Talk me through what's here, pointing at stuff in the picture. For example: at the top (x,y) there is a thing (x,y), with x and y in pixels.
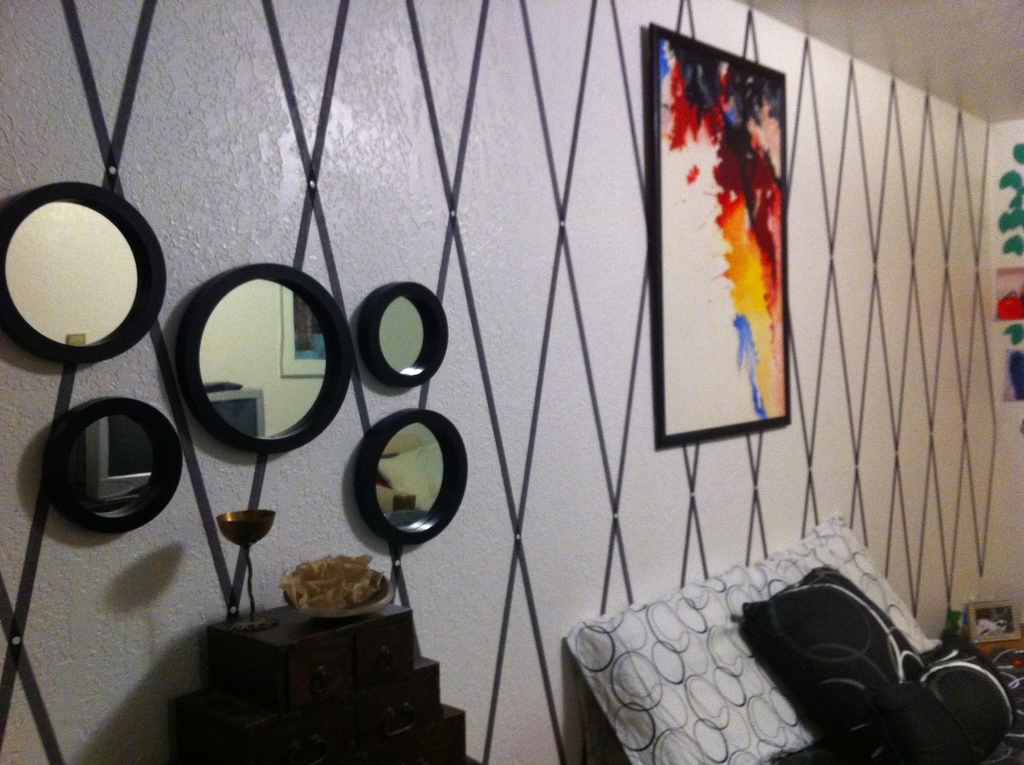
In the center of the image (607,337) there is a wall (686,469), roof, mirrors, tables (318,726), photo frames (697,436), one couch (704,710), pillows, one bowl type object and a few other objects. On the right side of the image (1013,372), we can see some paintings (1014,279) on the wall (983,393).
